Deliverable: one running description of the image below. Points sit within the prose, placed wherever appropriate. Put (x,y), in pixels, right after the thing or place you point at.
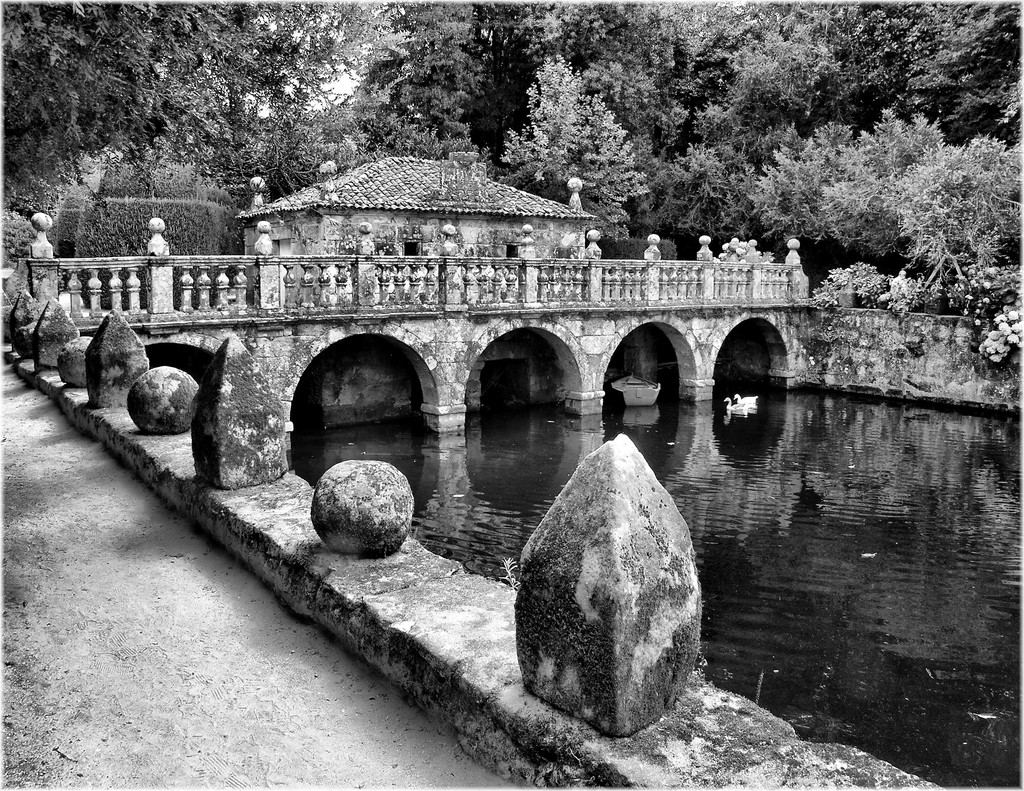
In this black and white picture there are rocks (527,672) on the floor (422,726). There is a boat (639,383) and swans (745,406) are on the surface of the water (757,416). There is a bridge (492,272). Behind there is a house (470,198). Background (780,46) there are trees (694,153). Right side (863,347) there is a wall (868,362).
